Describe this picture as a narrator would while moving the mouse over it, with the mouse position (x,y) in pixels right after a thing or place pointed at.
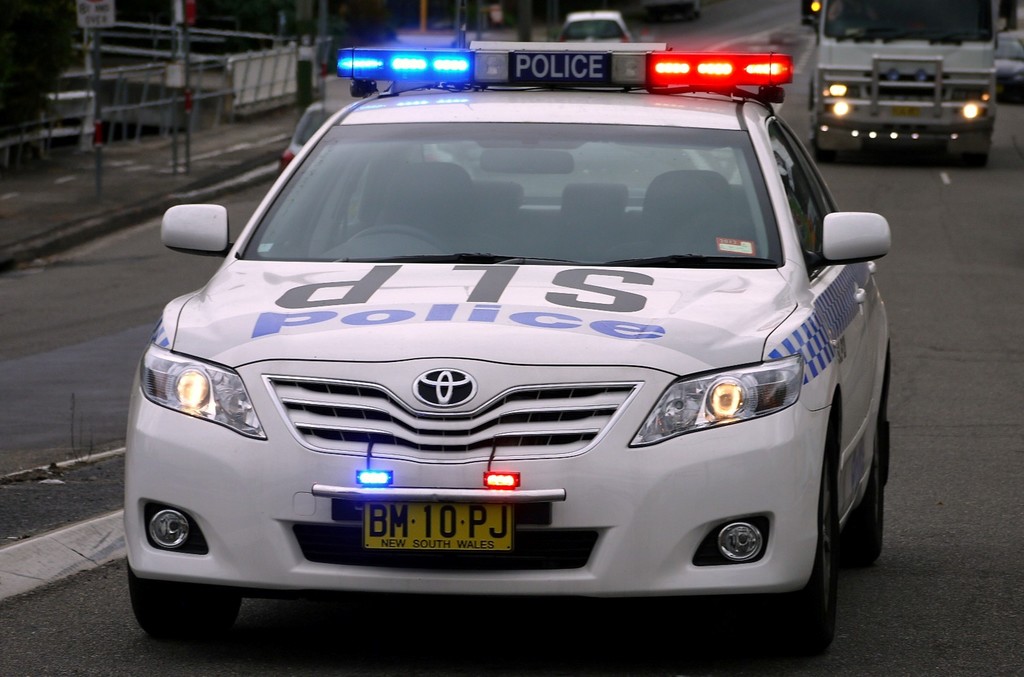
In this image I can see some vehicles (668,271) on the road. On the left side (165,109) I can see the rail (270,88).
